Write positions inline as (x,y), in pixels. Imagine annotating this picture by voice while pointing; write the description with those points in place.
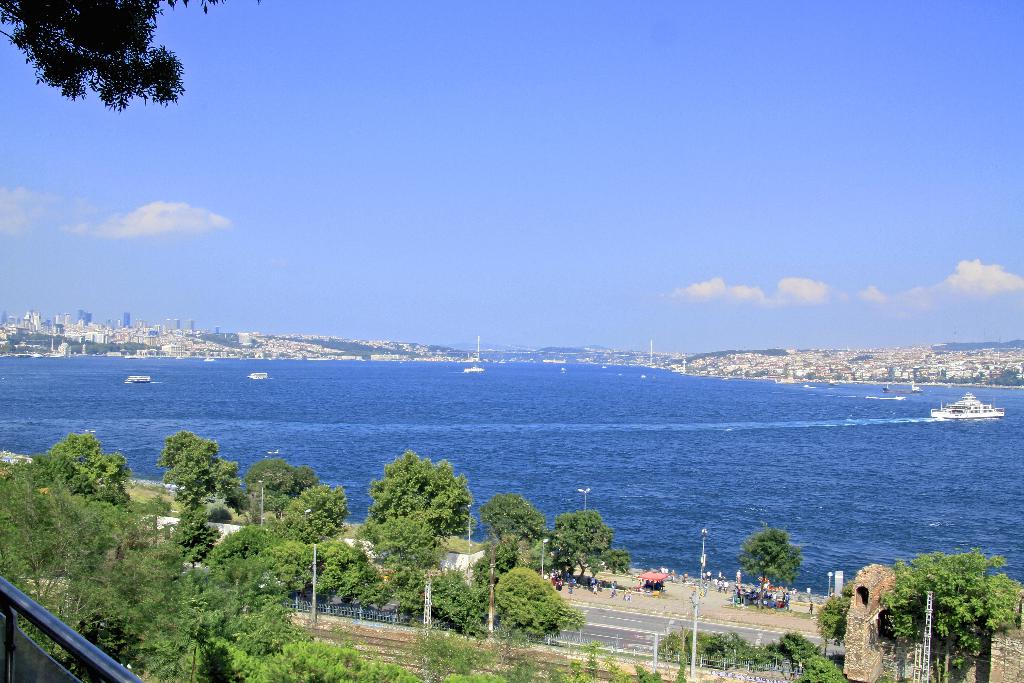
As we can see in the image there are few trees (274,559), road (597,627) and water (543,439). In the background (256,341) there are few buildings (205,340).
